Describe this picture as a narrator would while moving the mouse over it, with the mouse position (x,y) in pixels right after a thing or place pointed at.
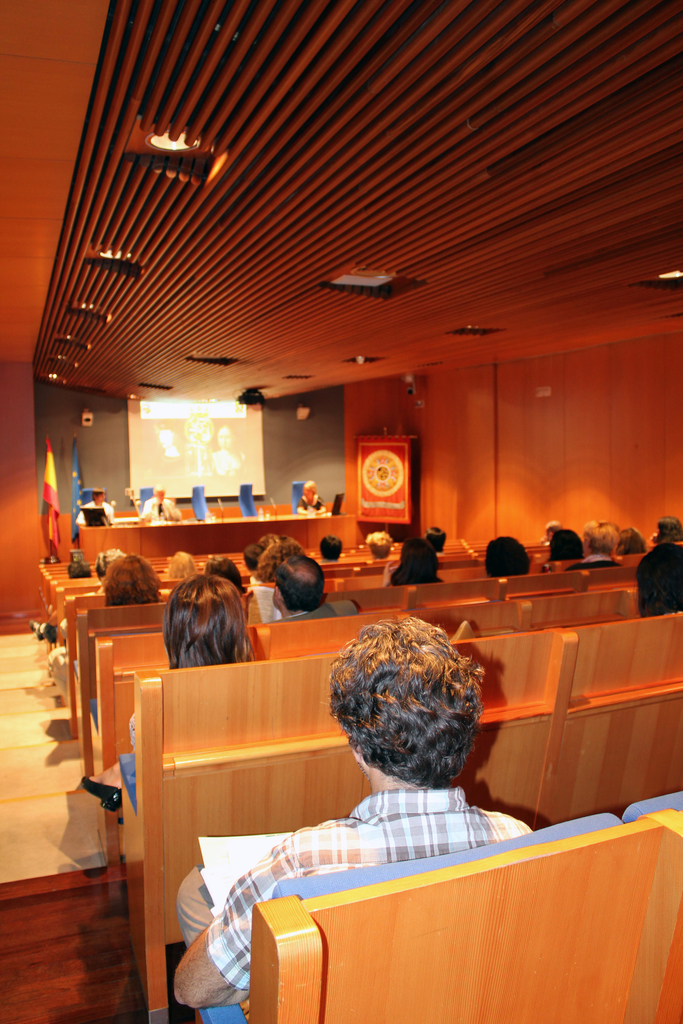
In this image there are group of people (521,561) who are sitting on benches (318,696). On the top (359,223) there is ceiling (220,160) and some lights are there and in the center (253,466) there is one screen (246,430) and one table (178,522) is there. On the table (127,538) there are some laptops (343,498), beside the table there are two flags (76,516) and on the right side (458,450) there is a wooden wall (502,445).
